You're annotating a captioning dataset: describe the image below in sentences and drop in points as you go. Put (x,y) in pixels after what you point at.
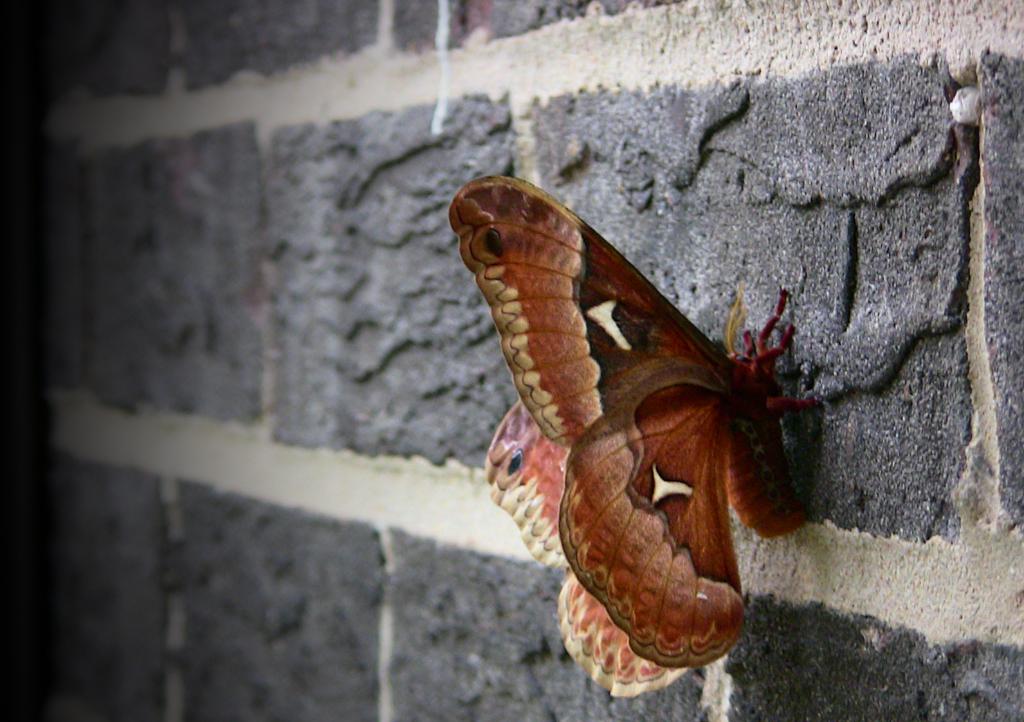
In this image there is a butterfly (537,341) on the wall (455,371).
